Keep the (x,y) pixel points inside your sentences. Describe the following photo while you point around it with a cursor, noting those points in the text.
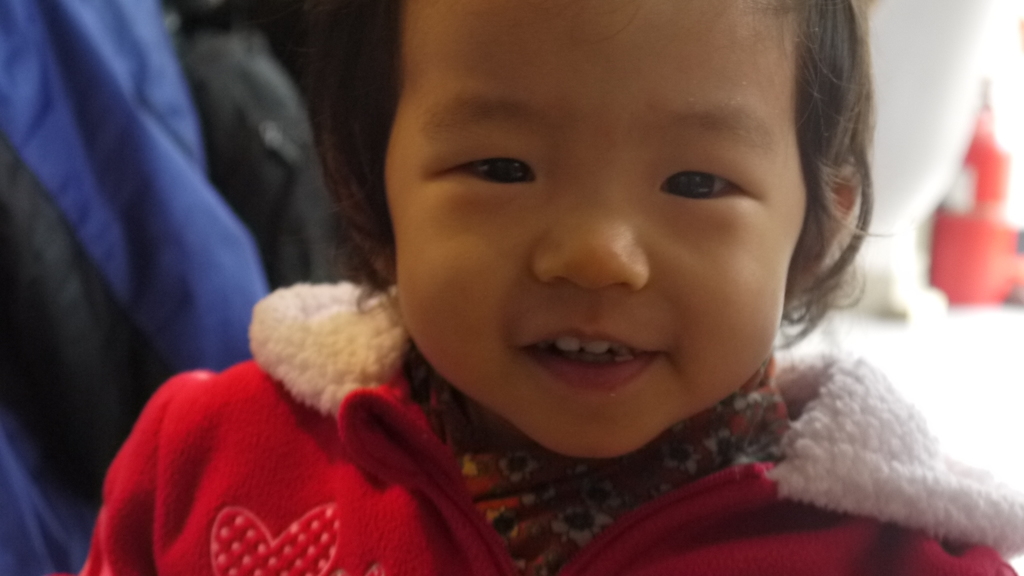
In this image in the foreground (502,257) there is one baby (445,285) smiling, and in the background (976,151) there are some objects (153,176).
